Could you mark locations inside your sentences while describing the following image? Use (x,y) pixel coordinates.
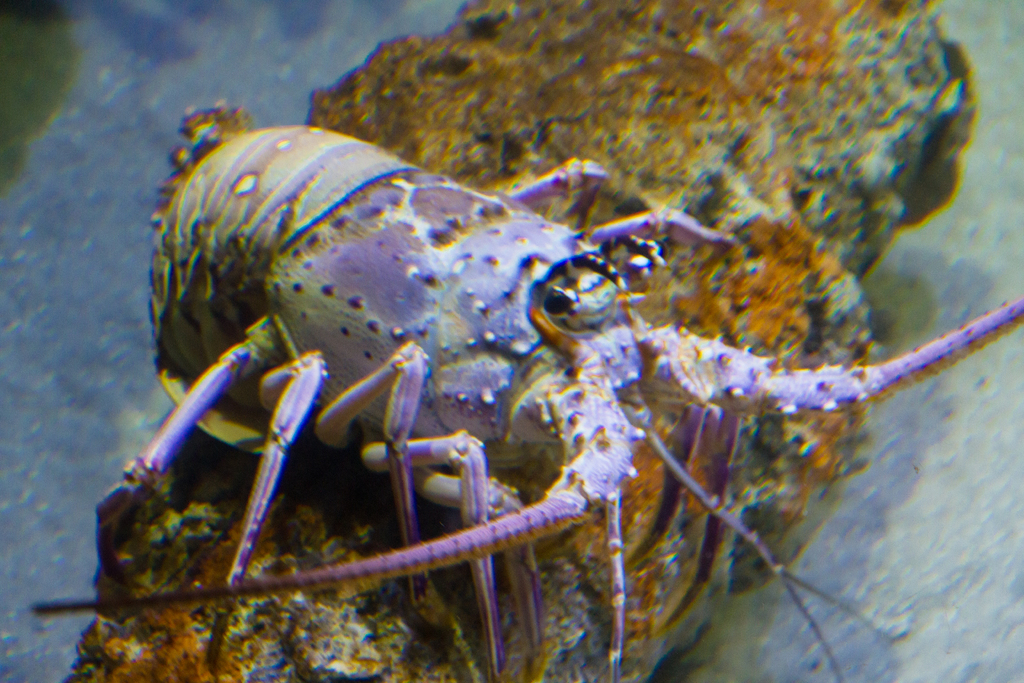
In this picture we can see an underwater environment (349,112), there is a lobster (495,280) in the middle (530,279).
